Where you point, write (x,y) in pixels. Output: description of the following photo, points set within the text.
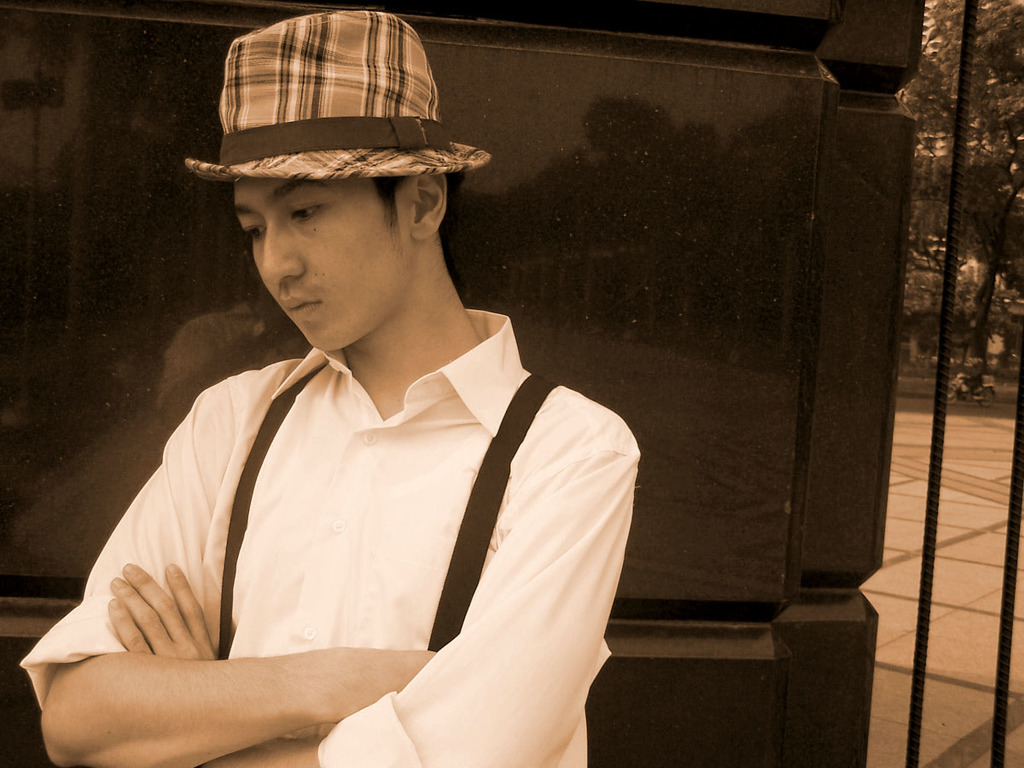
In this picture I can observe a man (373,421). He is wearing shirt (274,482) and a hat (314,116) on his head (267,106). There is a wall (148,284) behind him. On the right side (939,288) there are some trees (938,262). This is a black and white image.
